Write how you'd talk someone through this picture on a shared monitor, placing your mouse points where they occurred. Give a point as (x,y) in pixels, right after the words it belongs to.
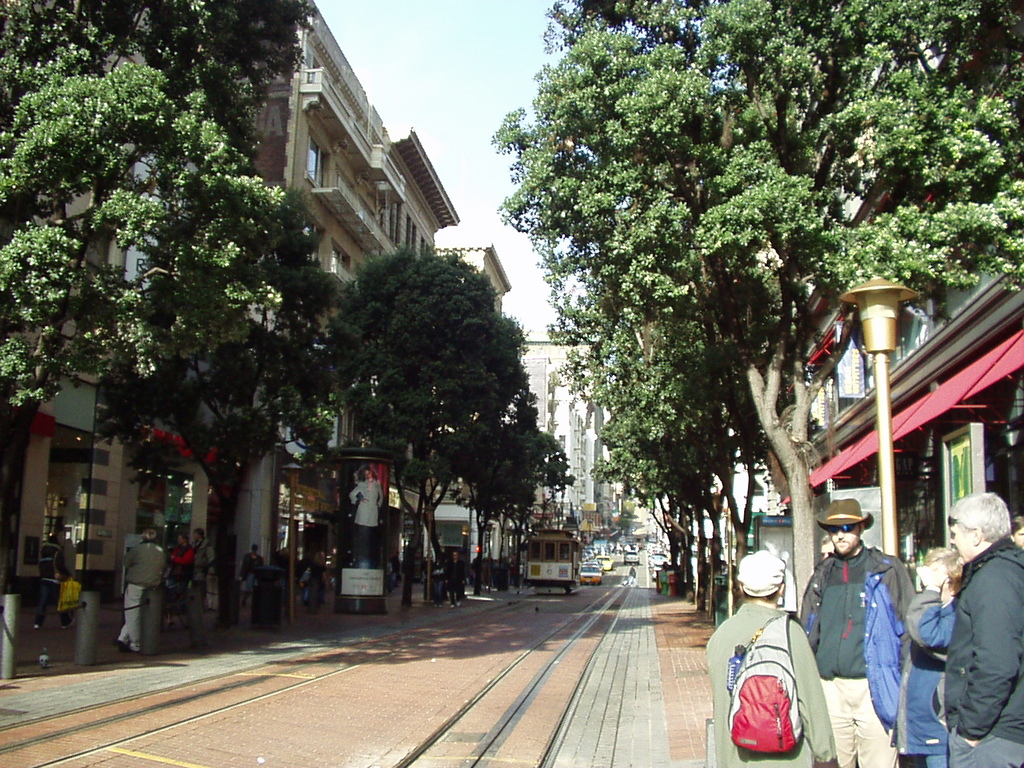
This picture is taken in the street (333,758). In the center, there are trains tracks (615,621) on the road (540,613). In either side of the track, there are buildings (852,428) and trees (716,559). At the bottom right (847,629), there are people (990,708) wearing jackets (818,590). One of the man (801,677) is carrying a bag (780,704). Towards the bottom left (156,546), there are people (207,577) and poles (15,598). On the top (466,95), there is a sky (452,111).
